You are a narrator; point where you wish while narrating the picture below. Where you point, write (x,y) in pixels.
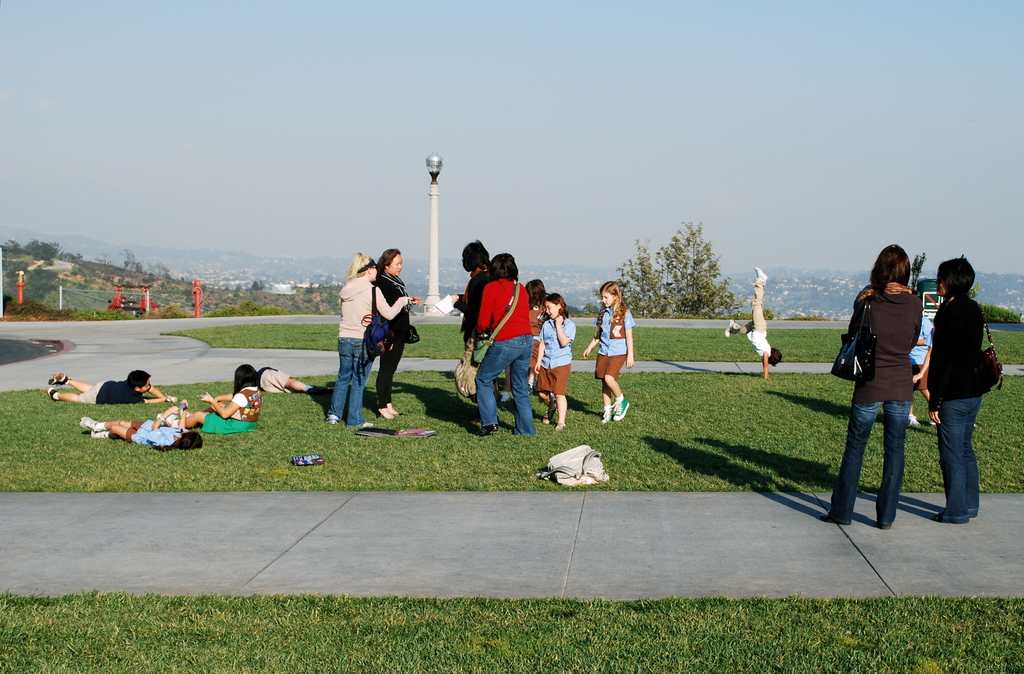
In this picture there women (389,366) who is wearing black dress (380,376), beside her there is another woman (360,304) who is wearing hoodie (351,315), bag (382,350), jeans (355,350) and shoe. Beside him there are four persons (232,416) were on the grass (172,453). In front of them there is a woman (498,357) who is wearing red t-shirt (517,334), bag (510,308), jeans (511,347) and shoe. Beside him there is a person (483,283) who is wearing black dress (475,332) and holding a papers (446,305). Backside of him i can see the children (553,363) who are wearing the same dress (613,369). On the right (895,295) there are two women (890,299) wearing jeans (953,434) and standing near to the grass (921,439) and in front of them there is a boy (753,343) who is standing on his hands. In the background (110,291) i can see the mountains (825,292), trees (675,292), plants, buildings (825,292), city (579,303) and street light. At the top (557,16) there is a sky (593,37).
